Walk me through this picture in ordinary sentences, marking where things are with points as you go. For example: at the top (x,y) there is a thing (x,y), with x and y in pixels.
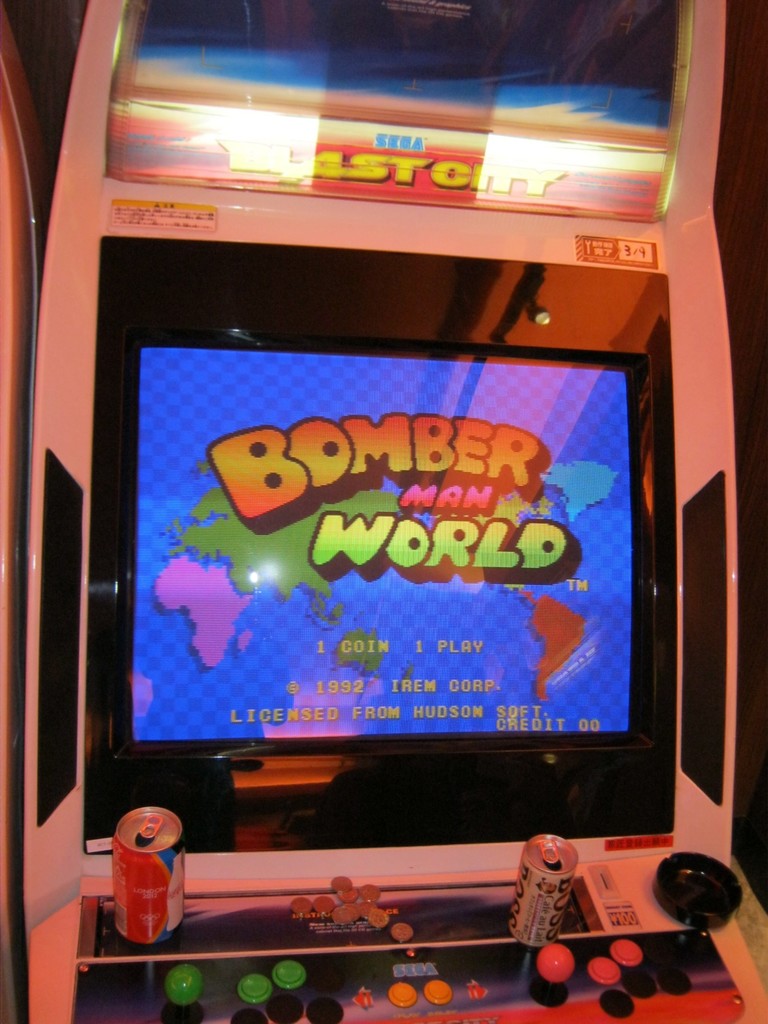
In this image I can see the screen (533,619) and I can see something written on it. In front (144,823) I can see two tins (180,864) and I can also see few balls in multi color.
